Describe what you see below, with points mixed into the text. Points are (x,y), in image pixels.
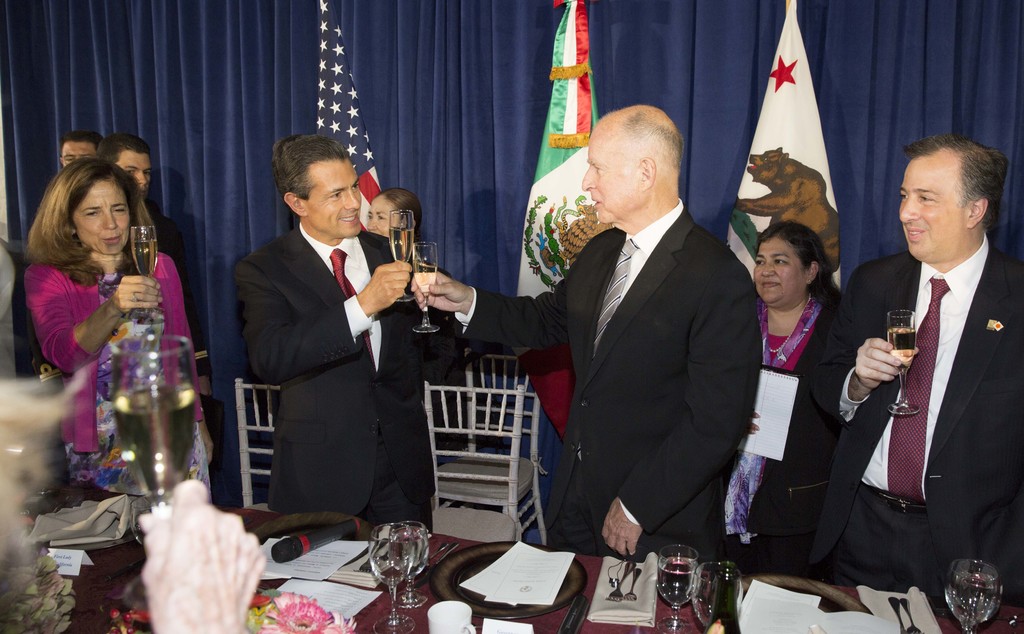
In this image we can see people (736,418) standing on the floor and some are holding beverage glasses (141,411) in their hands (157,517). In the foreground (711,560) we can see glass tumblers (409,560), napkins (612,614), mic (334,534), papers (495,577), flowers (343,618) and cutlery (617,599). In the background (332,119) we can see curtain (419,82) and flags (345,106).
